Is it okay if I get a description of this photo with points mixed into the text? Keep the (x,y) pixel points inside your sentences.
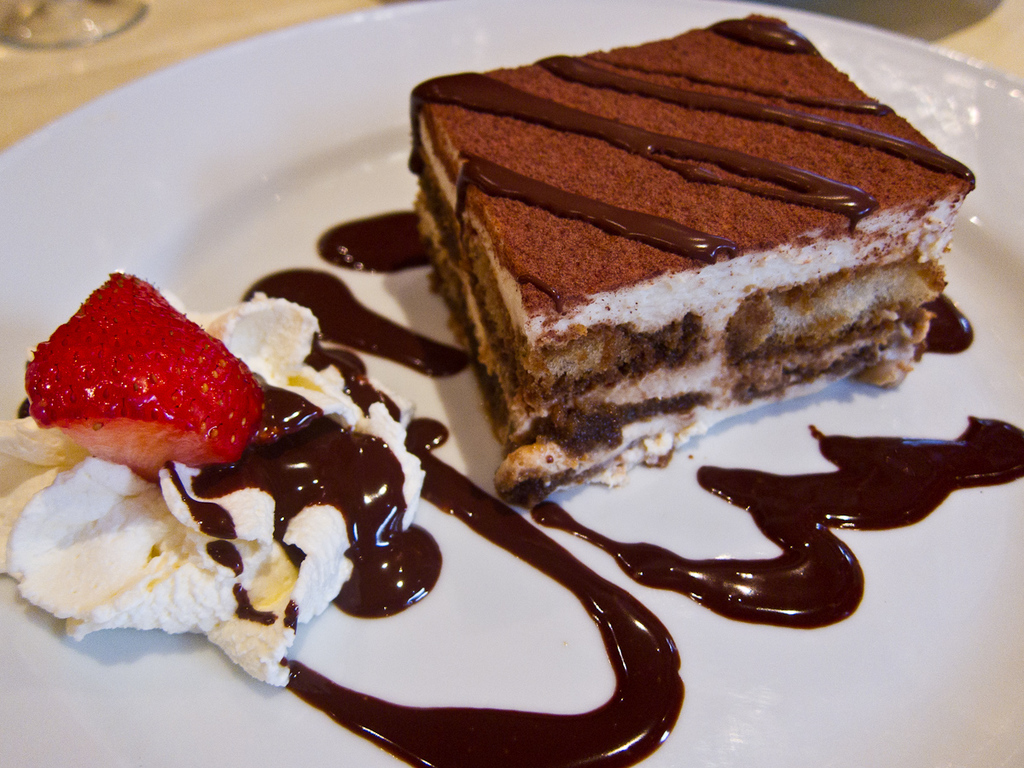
In this image there is a piece of cake (630,332) and there is some sauce (240,616) at left side of this image (293,465) are kept in a white color plate (257,157) as we can see in middle of this image (359,338).
